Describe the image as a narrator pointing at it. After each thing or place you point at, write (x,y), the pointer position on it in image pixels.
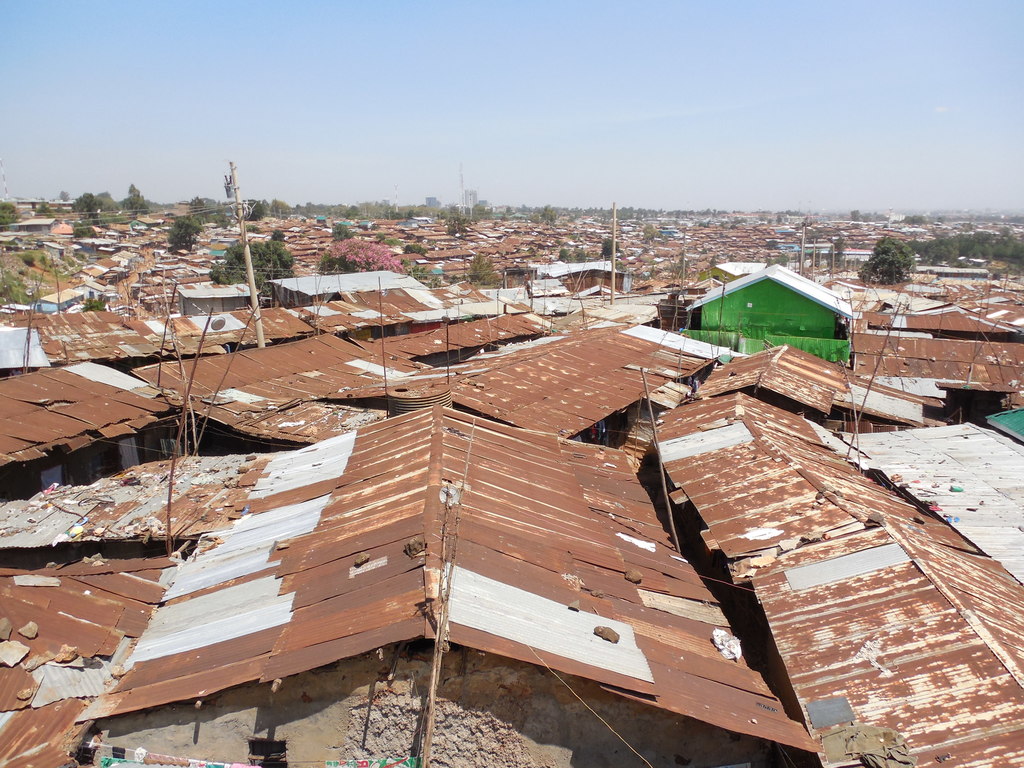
This is the picture of the view of a place where we have some sheds (390,502), houses (469,409), trees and some poles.
